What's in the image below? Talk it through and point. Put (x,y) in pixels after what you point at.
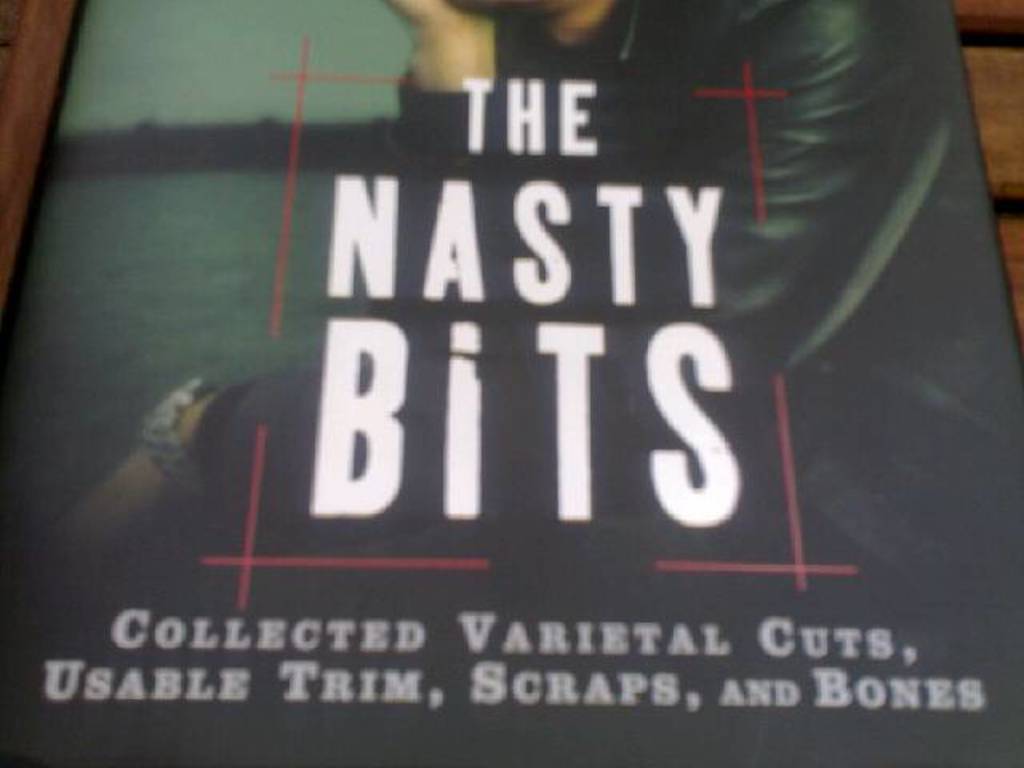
There is a book (292,153) on a wooden surface (1012,82) on which 'the nasty bits' is written.
